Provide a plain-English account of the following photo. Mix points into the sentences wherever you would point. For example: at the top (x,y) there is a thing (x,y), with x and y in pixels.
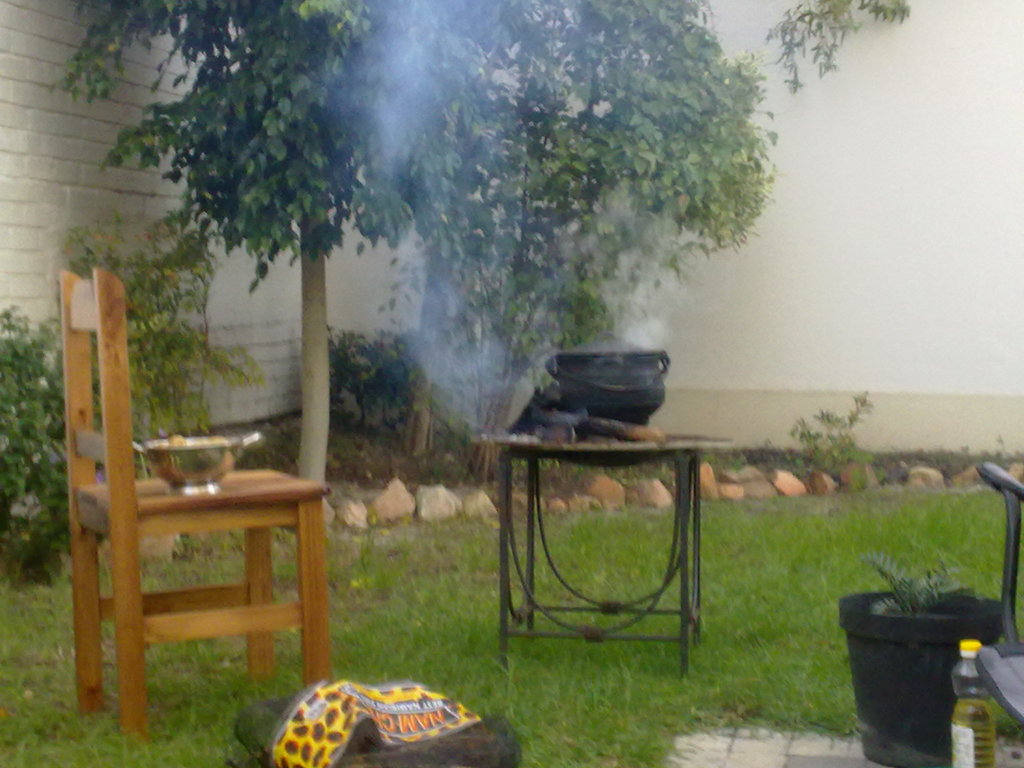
We can see chair (88,292), table (686,568), wall (12,131), tree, plant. On the chair (239,489) we can see bowl (216,452). On the table (636,458) we can see container (569,397). This is plant (893,601) with pot (900,655). This is bottle (974,696).
